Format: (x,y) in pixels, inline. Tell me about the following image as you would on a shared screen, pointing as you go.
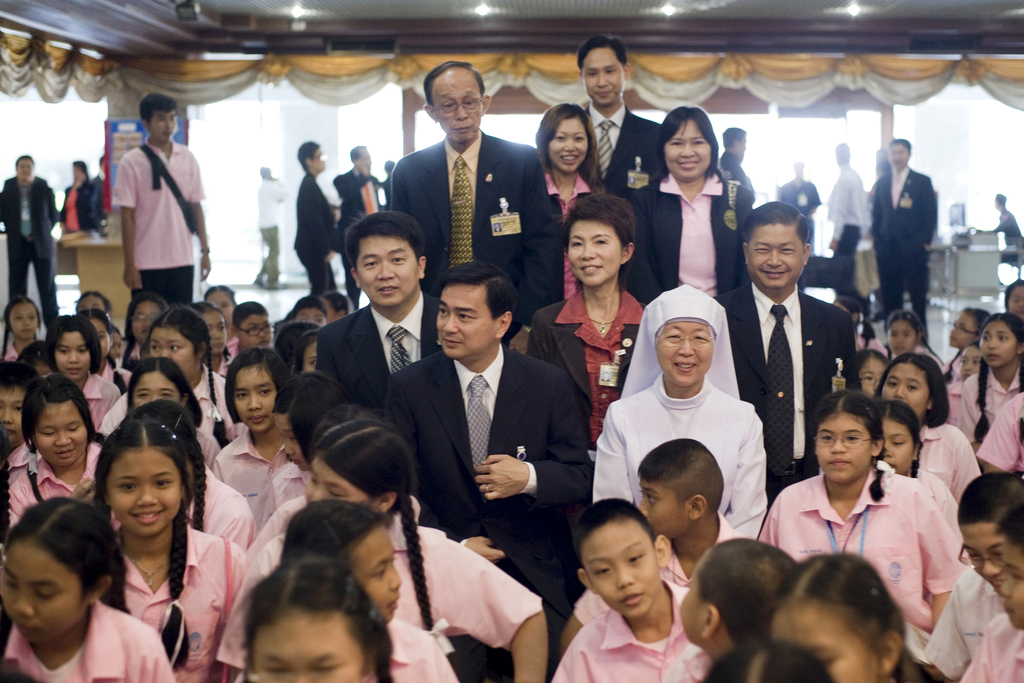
In this image I can see the group of people (478,551). I can see few people (343,587) with pink color dresses (198,537) and few people (505,362) with different color dresses (541,253). In the background (109,257) I can see the tables (105,271), boards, curtains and the lights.
